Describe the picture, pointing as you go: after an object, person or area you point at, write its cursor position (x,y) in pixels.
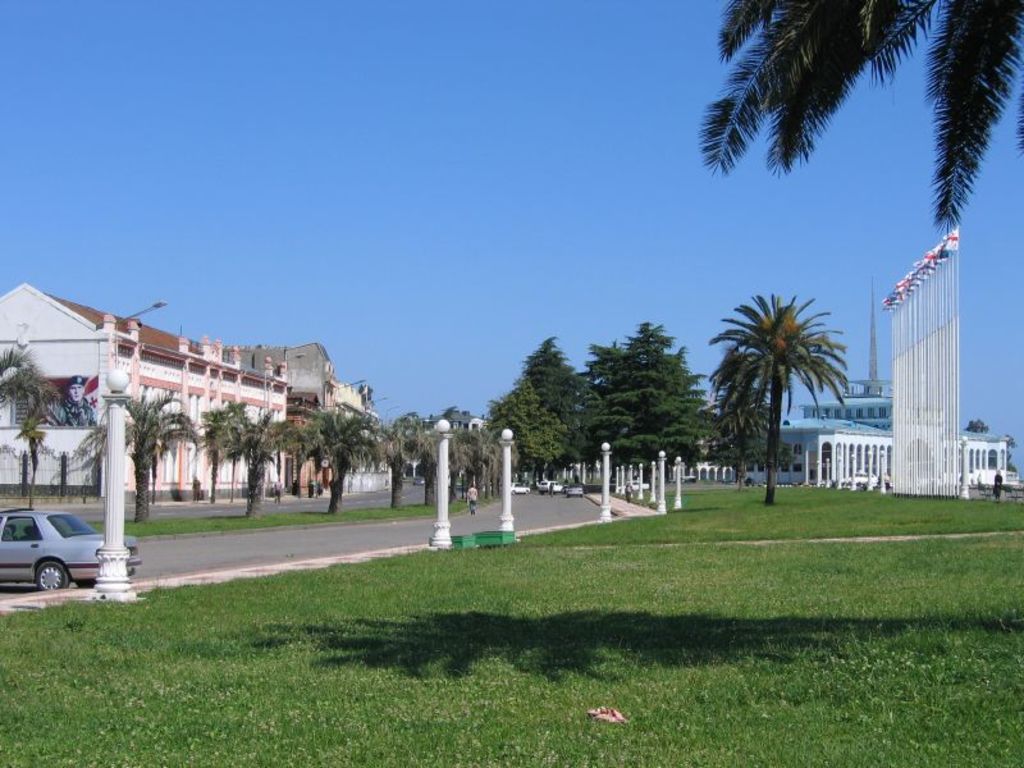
This is an outside view. At the bottom of the image (586,687) I can see the grass (514,642). On the left side (33,547), I can see a car (50,565) on the road (186,557). On both sides of the road (265,544) I can see the pillars (112,500) and the trees (354,445). In the background (803,434) there are buildings (857,415). At the top (300,100) I can see the sky (206,107).
